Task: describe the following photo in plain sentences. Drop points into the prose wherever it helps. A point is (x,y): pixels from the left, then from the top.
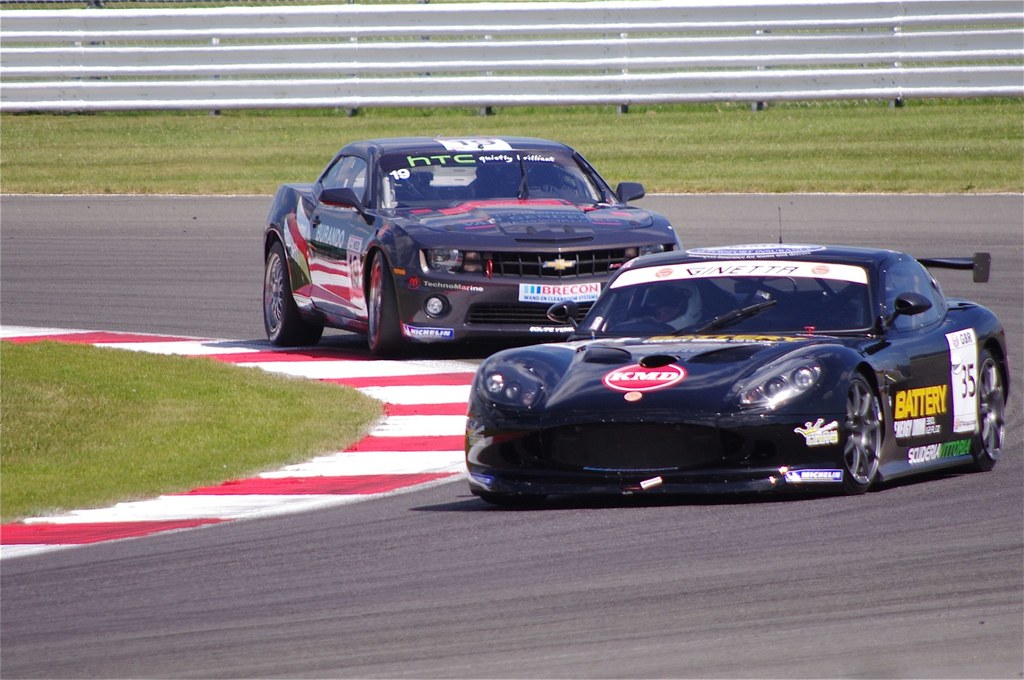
In this image, we can see vehicles (466,307) on the road (411,458). In the background (326,60), there is a fence (699,65) and we can see ground (890,152).
